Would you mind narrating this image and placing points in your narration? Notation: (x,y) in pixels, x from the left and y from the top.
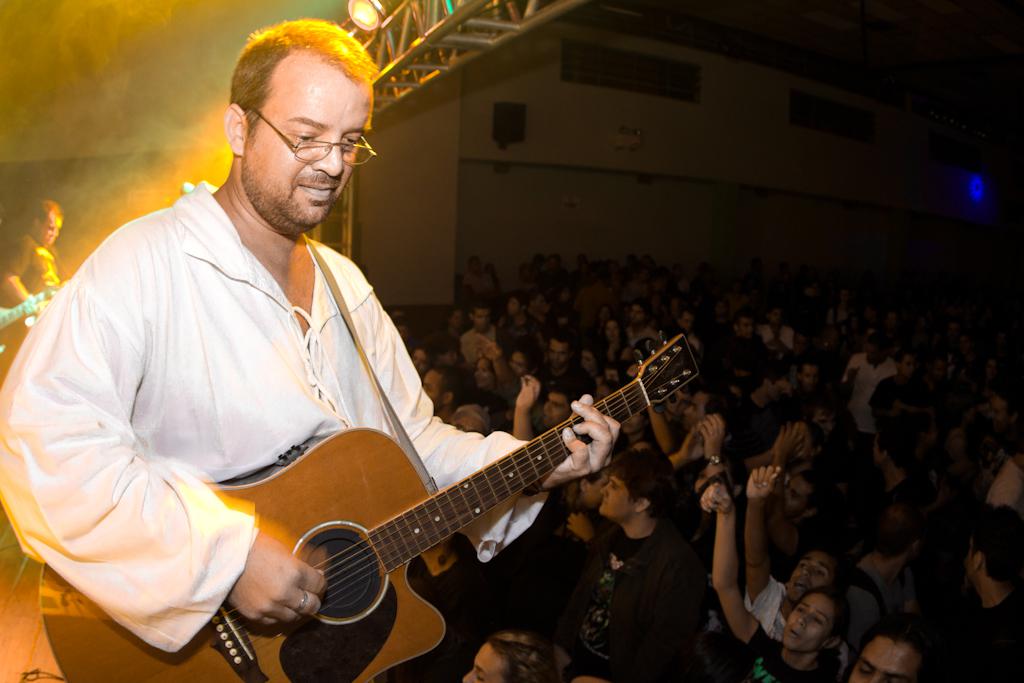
In this image I can see a man (301,101) is holding a guitar (253,681) and also he is wearing a specs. In the background (725,379) I can see few more people (525,393).
